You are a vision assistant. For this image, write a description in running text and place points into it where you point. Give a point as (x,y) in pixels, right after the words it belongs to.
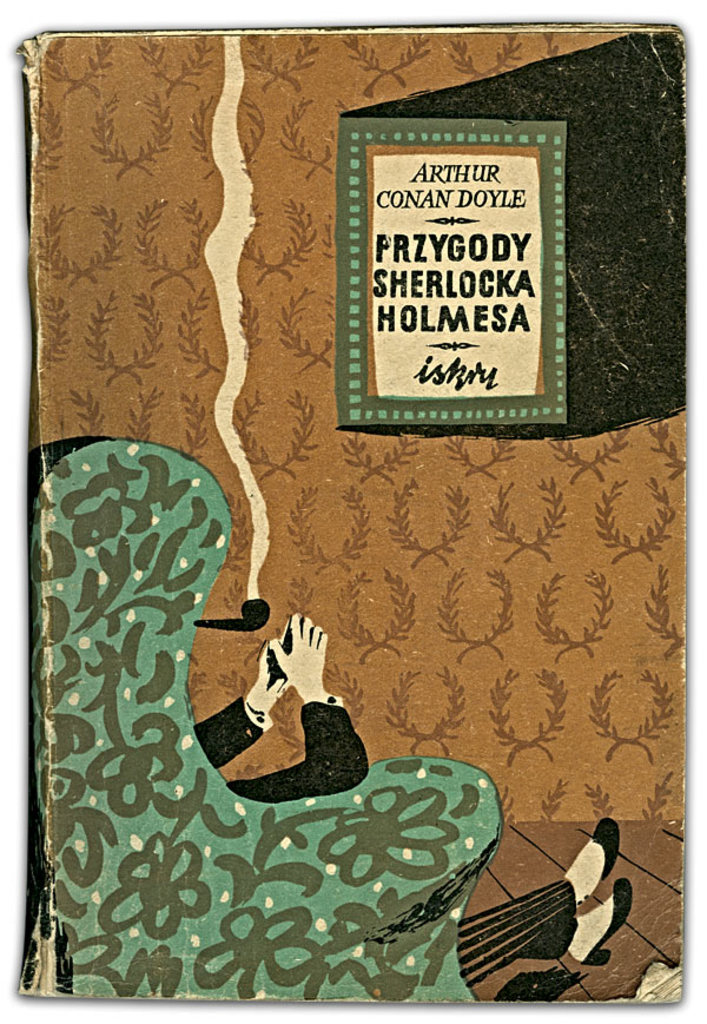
We can see book (415,125), on this book (348,168) we can see a person (265,708) sitting on chair (142,855) and some text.
